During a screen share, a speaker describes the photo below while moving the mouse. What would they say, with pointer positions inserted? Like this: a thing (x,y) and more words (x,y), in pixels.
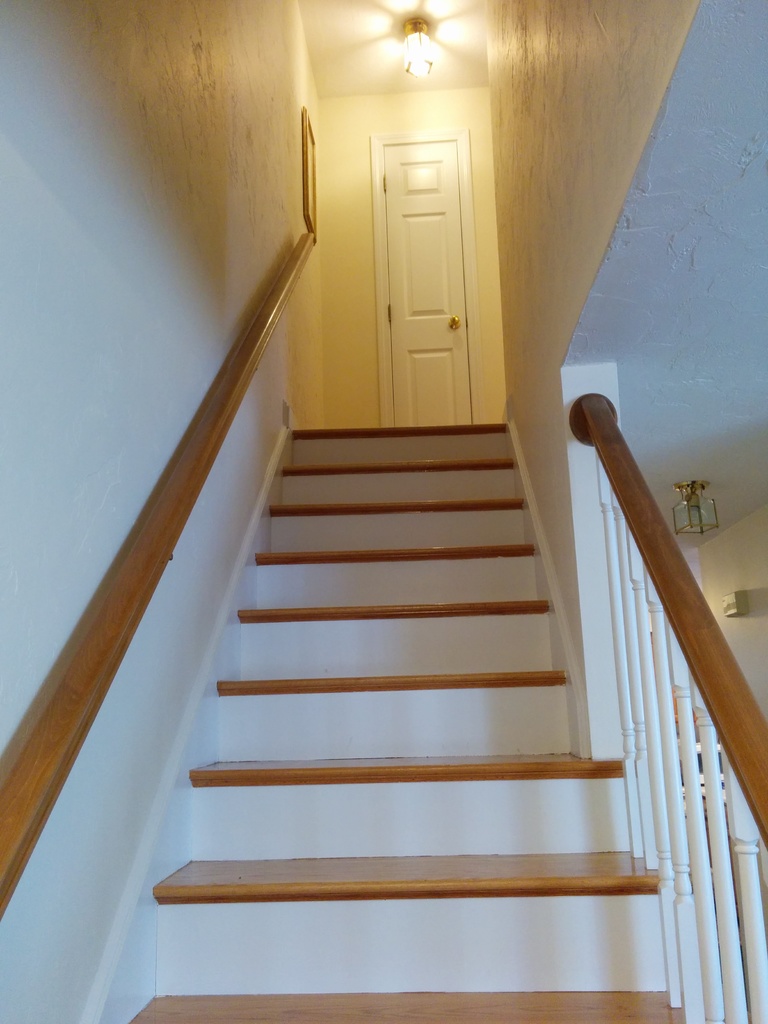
In the image there are stairs (258,930) beside a wall (189,350) and in front of the stairs (376,850) there is a door (450,322) and there is a light (425,70) to the roof (378,86) above the door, on the left side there is a frame (305,146) attached to the wall (274,157).
